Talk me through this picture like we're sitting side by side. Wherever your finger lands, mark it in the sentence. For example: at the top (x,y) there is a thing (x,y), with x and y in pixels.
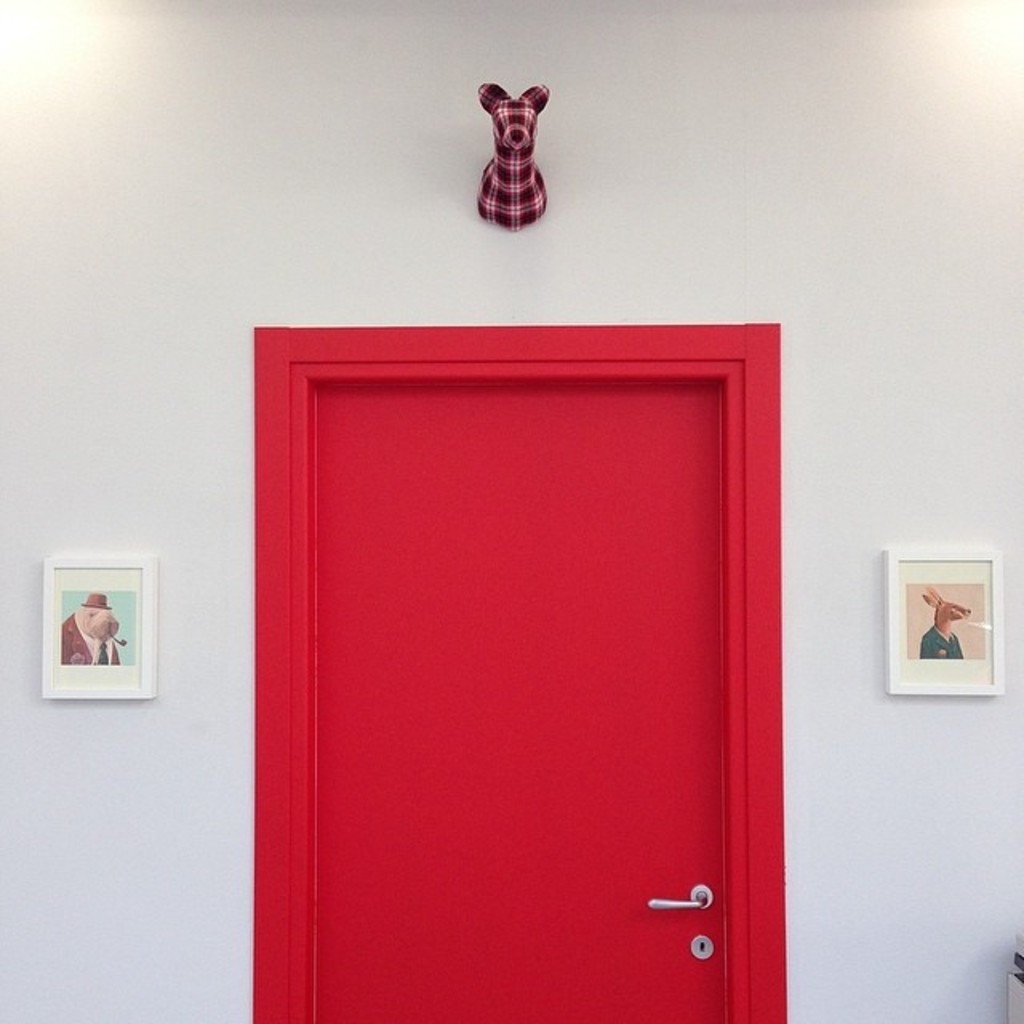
In this image I can see the white colored wall (190,277), two photo frames (957,566) attached to the wall (954,764) and a red colored door (464,695). To the top of the image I can see a pink colored object (498,211) and two lights (1012,58) to the wall (439,76).
